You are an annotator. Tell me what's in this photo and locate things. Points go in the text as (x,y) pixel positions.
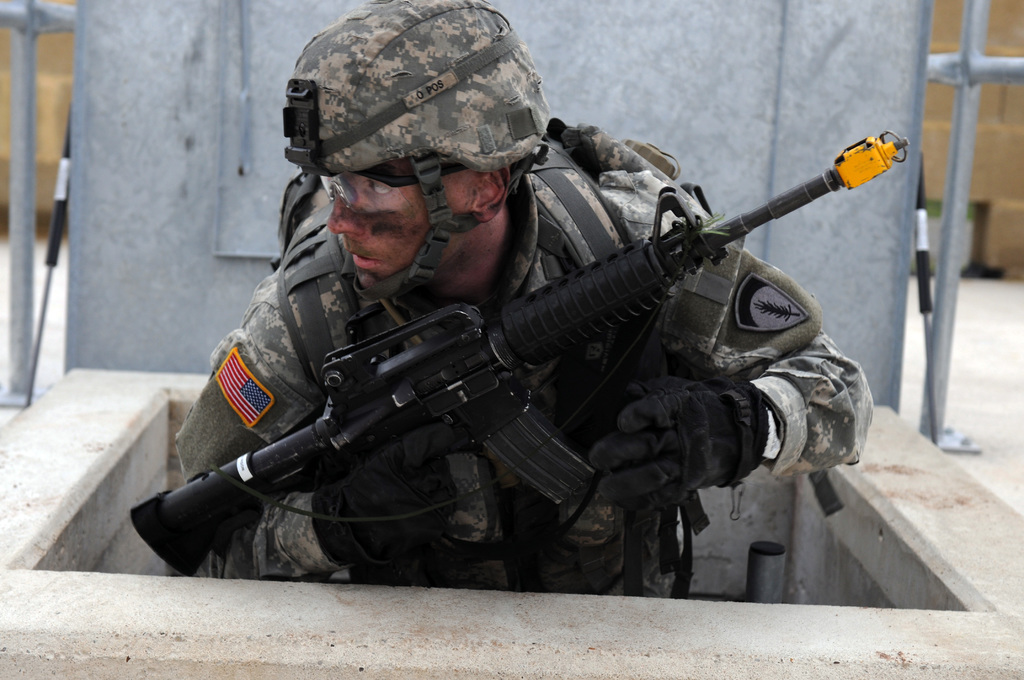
In this image there a person (495,292) in a uniform (491,305) wearing a cap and holding a gun (475,354), there are poles (12,286) and metallic object (246,211).
